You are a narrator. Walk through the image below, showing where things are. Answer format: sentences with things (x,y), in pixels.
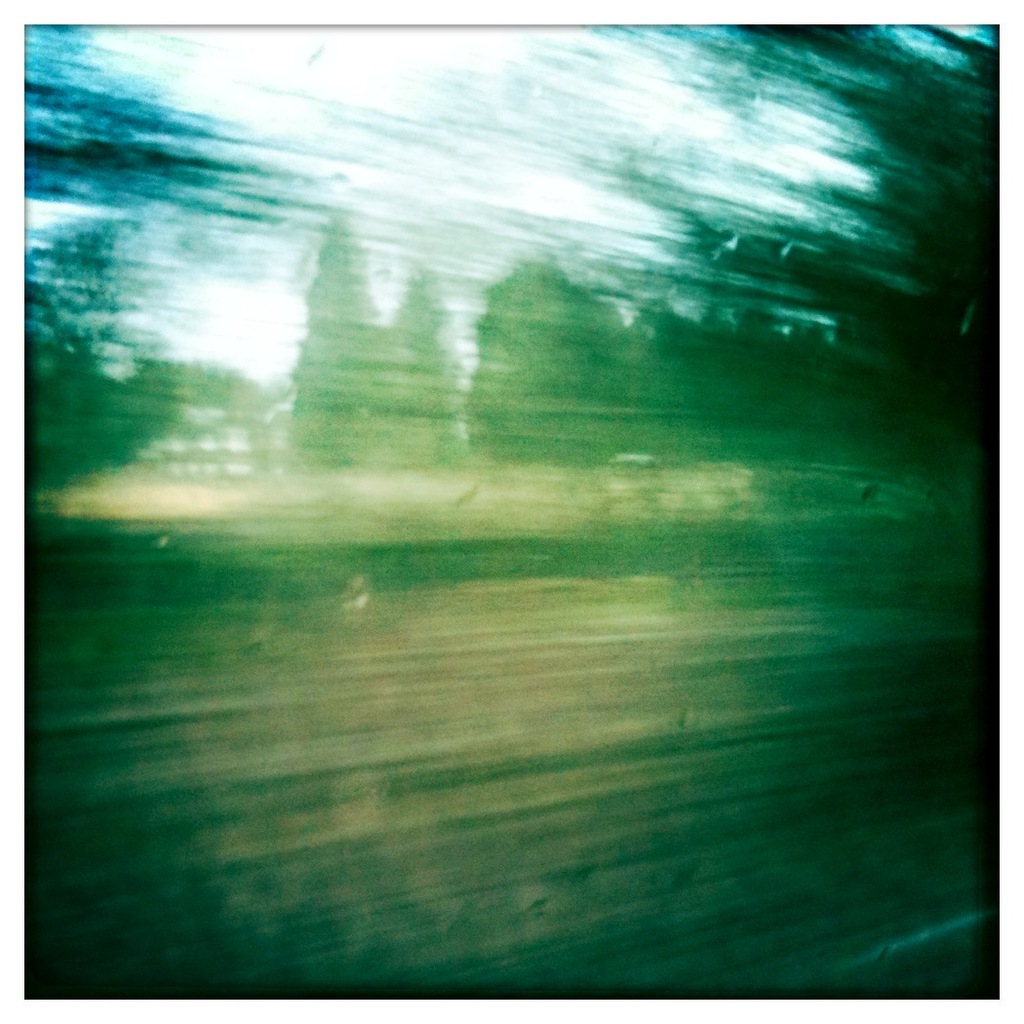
In this image I can see trees (661,403) in green color and sky (366,129) in white color.
